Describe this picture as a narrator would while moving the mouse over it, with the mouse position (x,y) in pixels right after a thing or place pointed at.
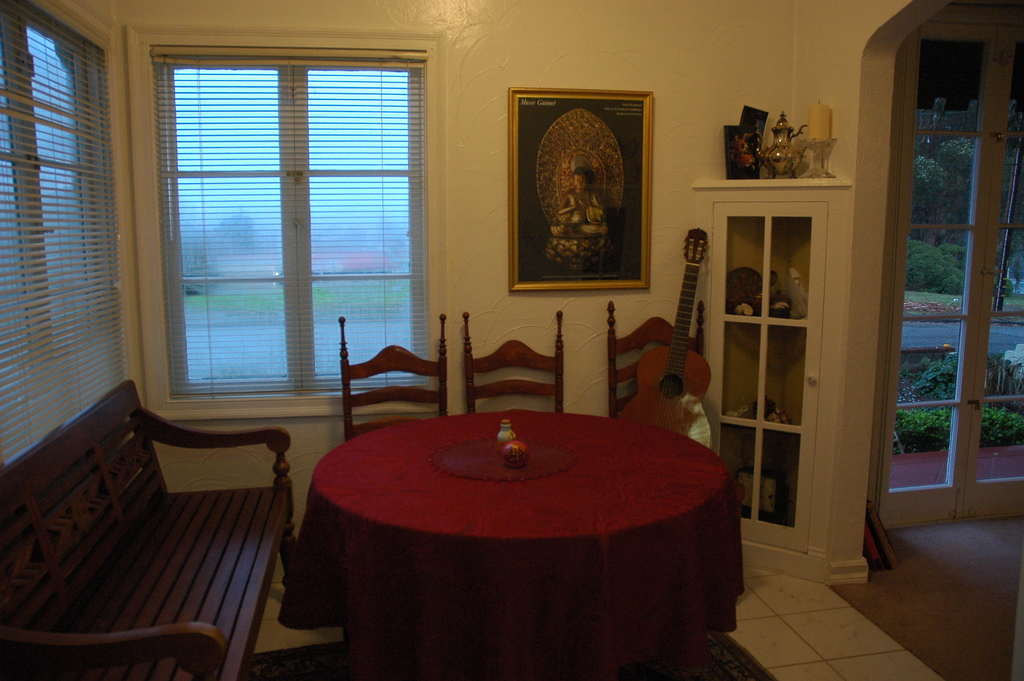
As we can see in the image there is a yellow color wall (469,58), window (303,200), photo frame (514,186), shelves (784,183), chairs (486,394) and table (437,482).
